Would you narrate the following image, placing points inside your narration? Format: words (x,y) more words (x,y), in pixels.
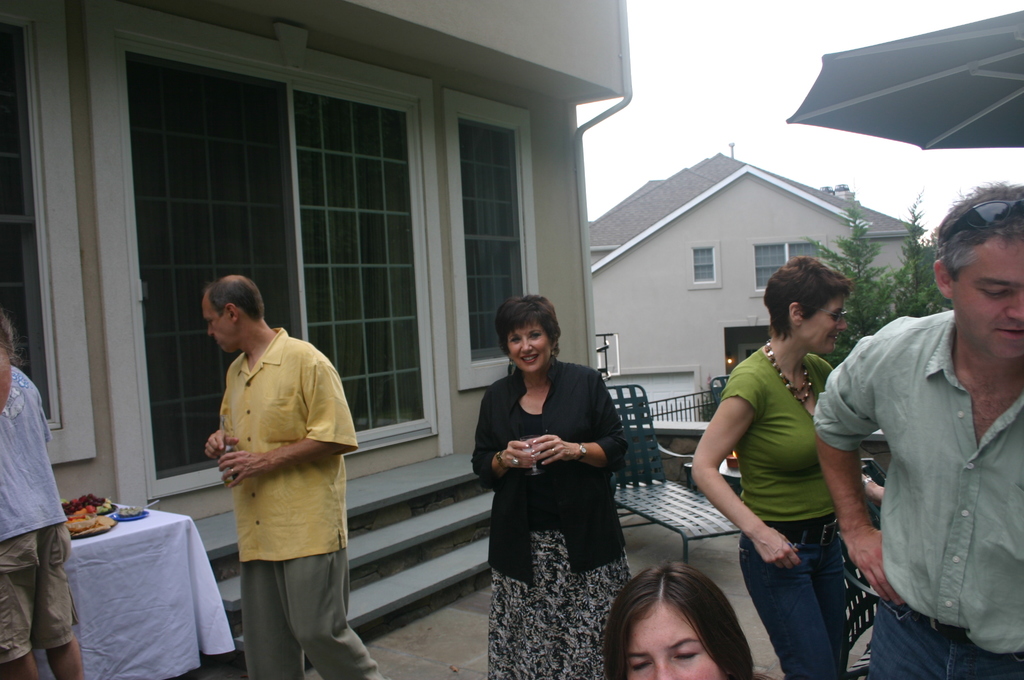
In this image we can see few persons (561,386) and among them few persons (489,431) are holding glasses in their hands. In the background (546,252) we can see houses (617,275), windows (400,248), roof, trees (883,301), fence (700,413), chair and objects (1014,70). On the left side (98,516) we can see food items (81,523) in the plates (73,510) on a cloth (112,573) on the table (89,539).
